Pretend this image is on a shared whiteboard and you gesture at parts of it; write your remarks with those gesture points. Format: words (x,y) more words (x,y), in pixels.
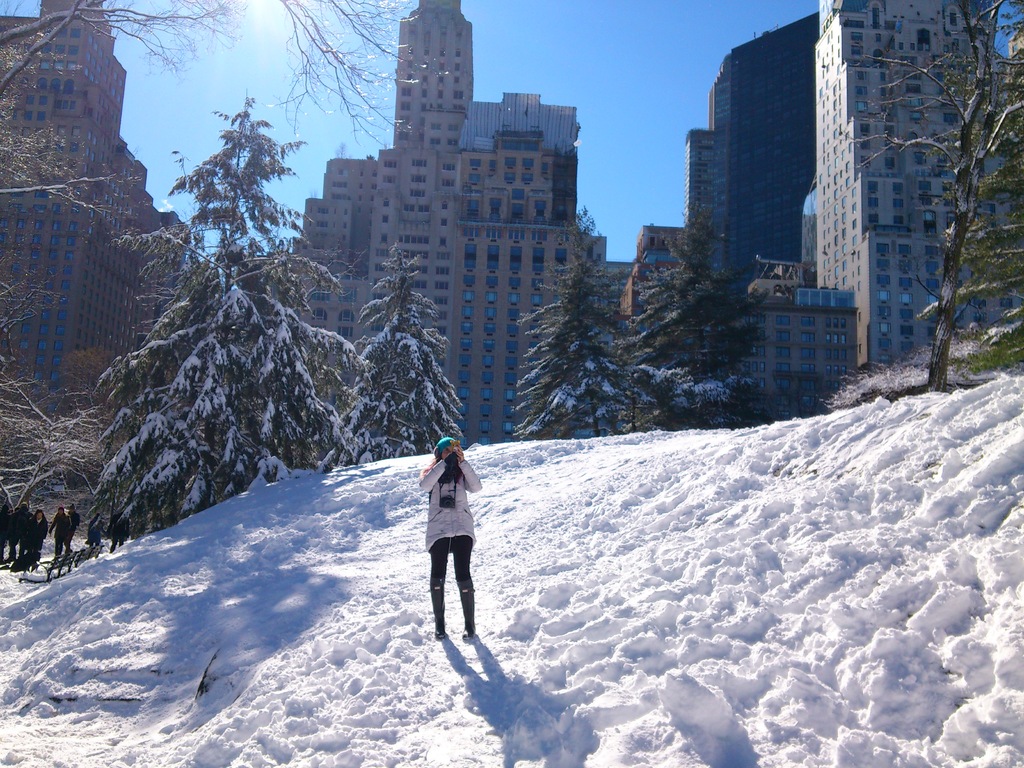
In the foreground of the picture (446,493) there is a woman (434,540) standing in snow (639,572). In the center of the picture (395,385) there are trees (567,381) and people (66,522). In the background (802,343) there are buildings (434,209). Sky (217,84) is sunny.
